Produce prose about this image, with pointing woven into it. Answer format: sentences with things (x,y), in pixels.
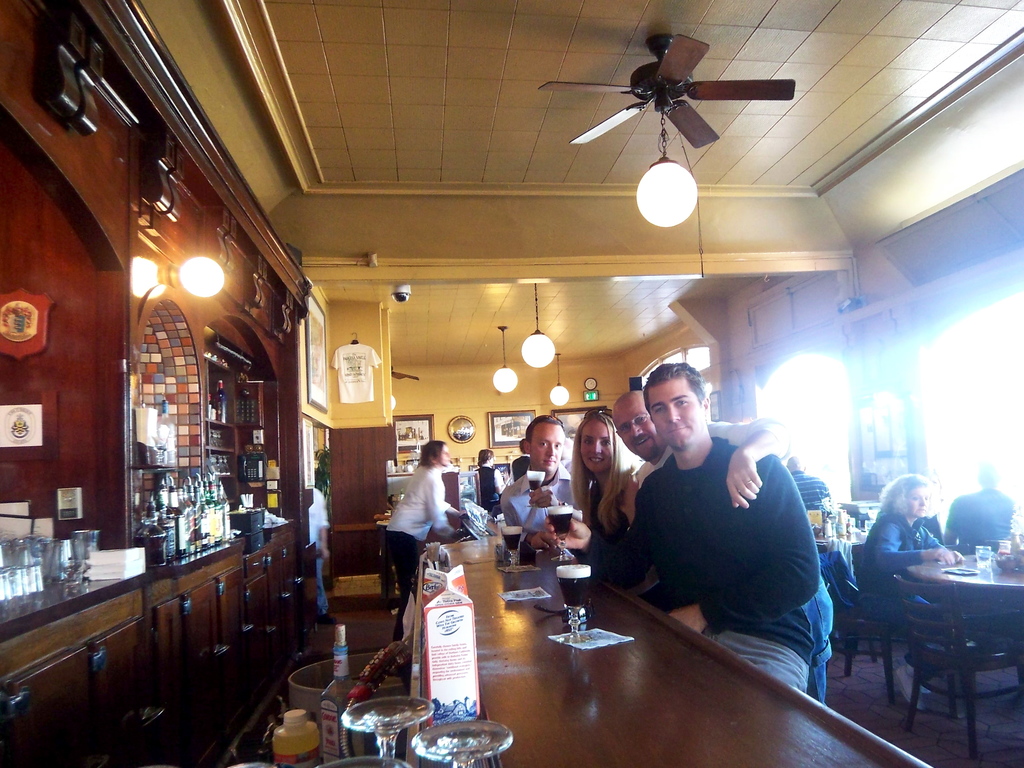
Here we can see a group of people (546,499) are sitting on the chair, and in front (512,617) here is the table (527,617) and glasses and some objects (460,579) on it, and at above here is the light (665,216), and here are the many bottles (220,518).
